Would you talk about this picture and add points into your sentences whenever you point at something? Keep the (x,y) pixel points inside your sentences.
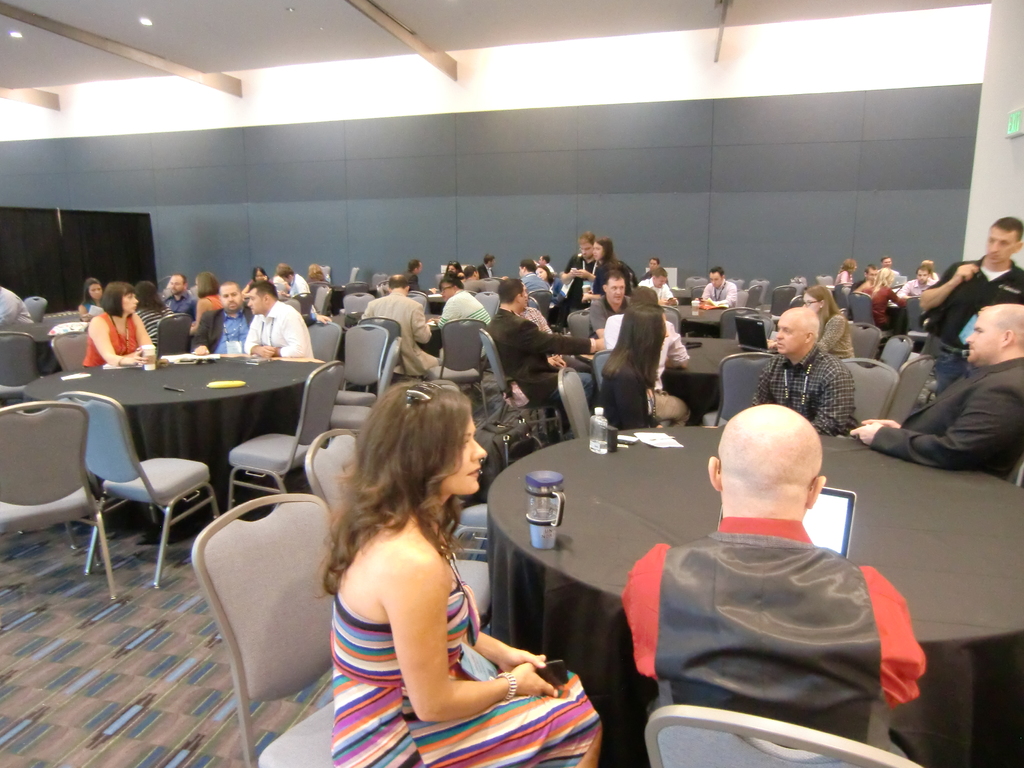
In this picture we can see all persons (865,633) sitting on chairs (564,384) in front of a table (623,678) and few (1004,296) are standing. On the table (582,520) we can see bottles (601,441), laptops (835,513), paper (644,439), pen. This is a floor (155,662). This is a wall (341,222). At the top (312,42) we can see ceiling (145,71) and lights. This is a exit board (1008,136). These are black curtains (133,263).
